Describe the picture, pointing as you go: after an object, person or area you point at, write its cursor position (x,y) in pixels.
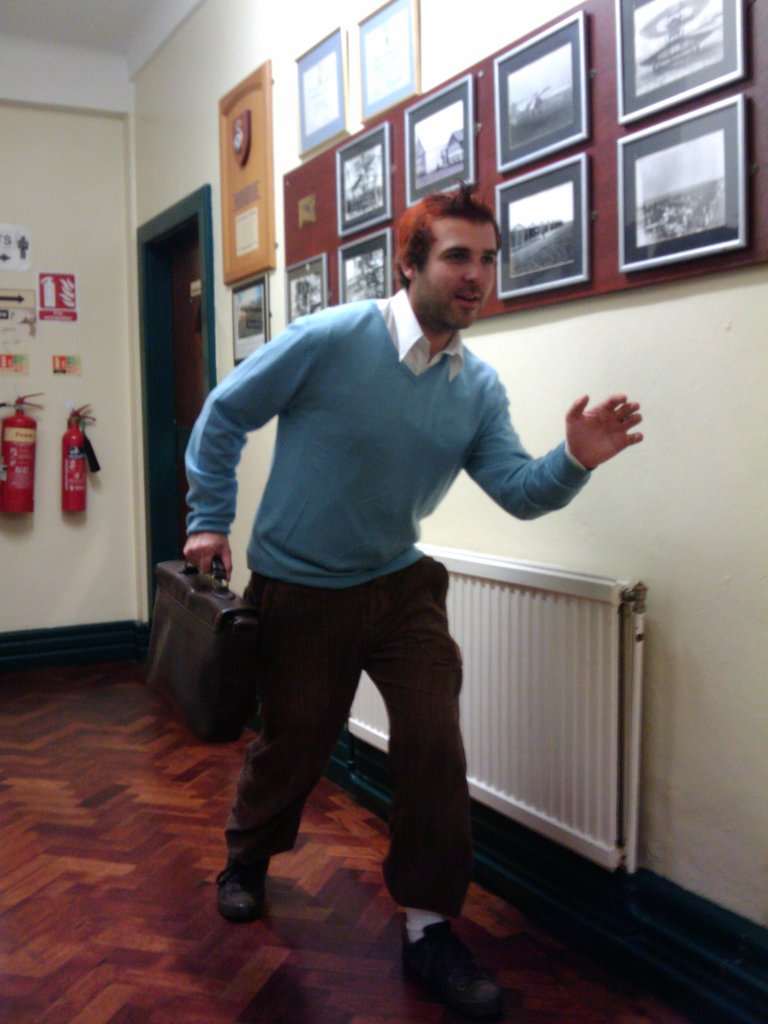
In this image in the center (384,401) there is one person (415,510) who is holding a suitcase (236,623) and walking, and in the background (388,52) there are some photo frames (726,115) on the wall (48,438) and there are two cylinders (8,442) and some boards (14,325) on the wall (106,350). And at the bottom (145,815) there is a floor (140,821).
